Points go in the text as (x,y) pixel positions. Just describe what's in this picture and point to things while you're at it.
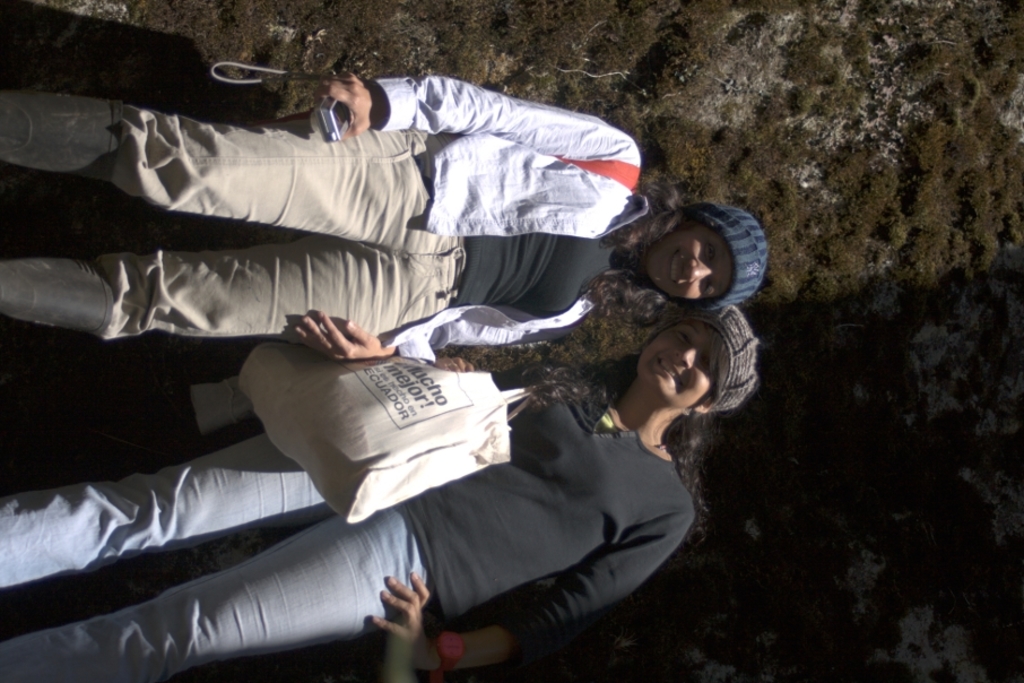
In this image there are two persons (544,157) standing and smiling, a person (401,193) holding a camera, another person (534,442) holding a bag (404,442), and in the background (848,131) there is wall (861,246).
